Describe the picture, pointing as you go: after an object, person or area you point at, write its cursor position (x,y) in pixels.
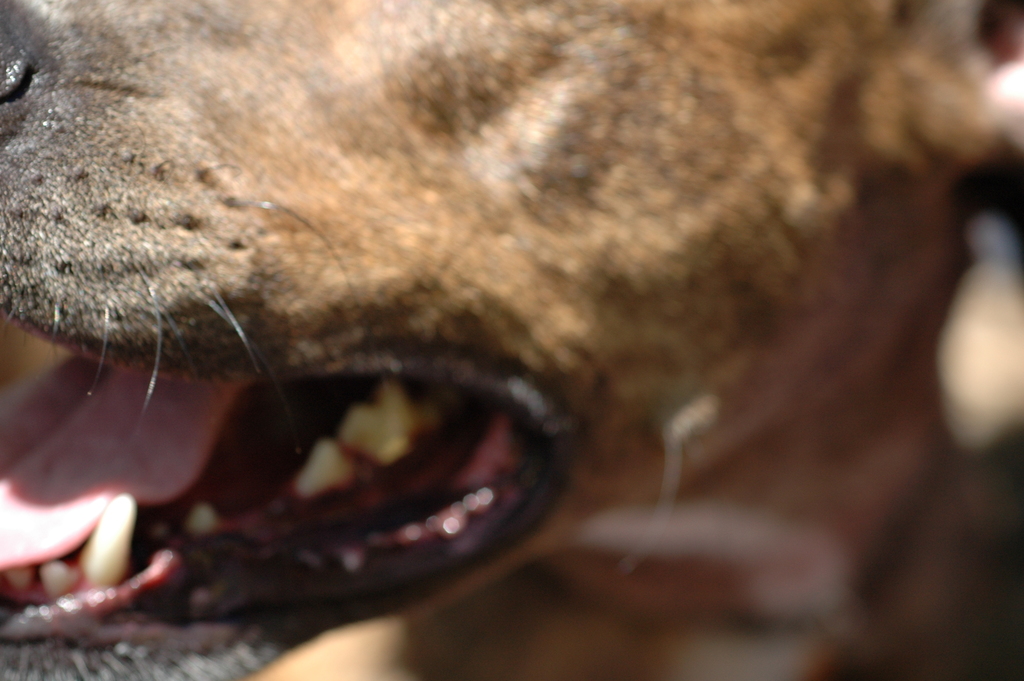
In this image, I can see the mouth (157,474), tongue (109,487) and teeth (125,535) of an animal (513,465).
